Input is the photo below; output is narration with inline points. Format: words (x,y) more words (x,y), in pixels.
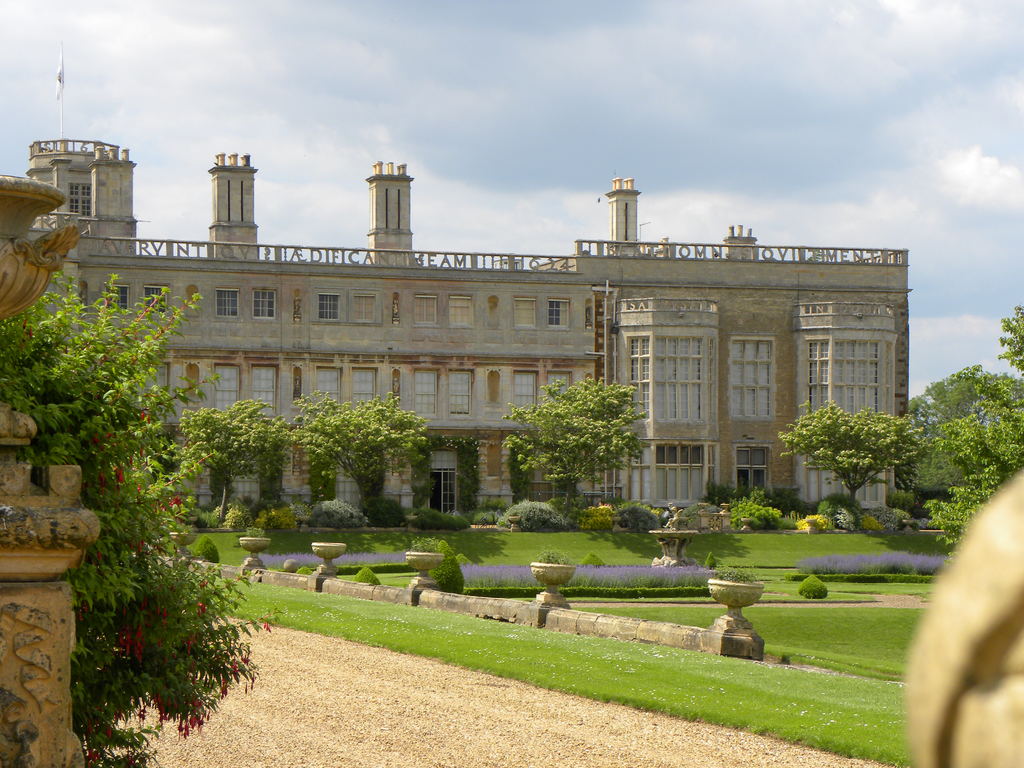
In the picture I can see the pillars (56,700), grass (869,612), shrubs (572,519), trees (221,502), stone building (687,301) and the cloudy sky (191,149) in the background (537,304).
